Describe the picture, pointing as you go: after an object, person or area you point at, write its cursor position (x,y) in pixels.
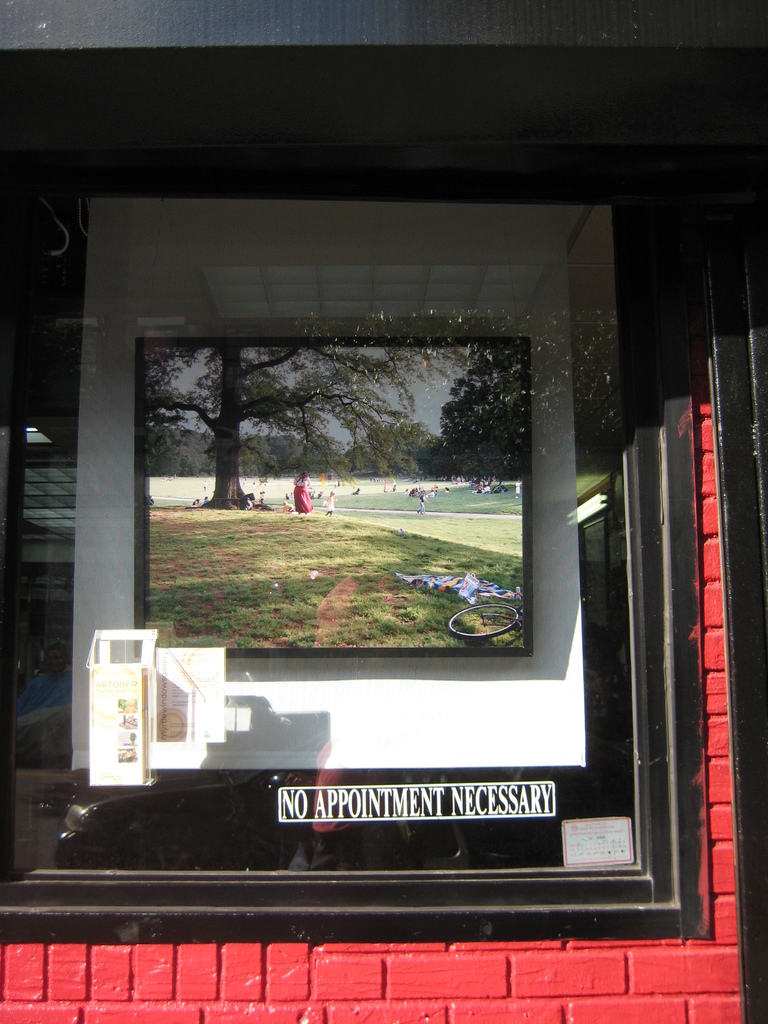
In this picture there is a photo frame (453,406) which is placed on this white color object (488,733). At the bottom (447,1009) I can see the window (343,826) and brick wall (554,969). In that photo frame (360,562) I can see some people (303,482) were standing near to the tree (402,444) and some people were sitting on the grass (392,552).
